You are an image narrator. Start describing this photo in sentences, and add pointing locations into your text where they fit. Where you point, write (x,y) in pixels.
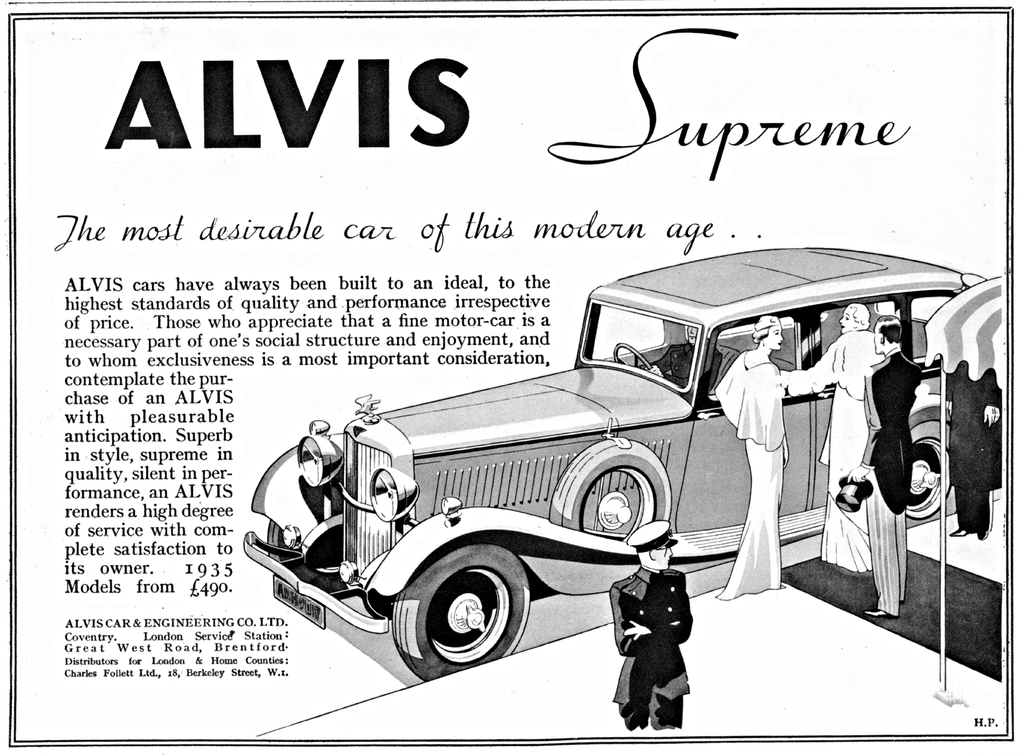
This picture might be an article in the paper. In this image, on the right side (897,373), we can see a group of people (895,384) standing in front of the car (710,379). On the left side of the image (135,410), we can see some text (528,288) written in the article.
